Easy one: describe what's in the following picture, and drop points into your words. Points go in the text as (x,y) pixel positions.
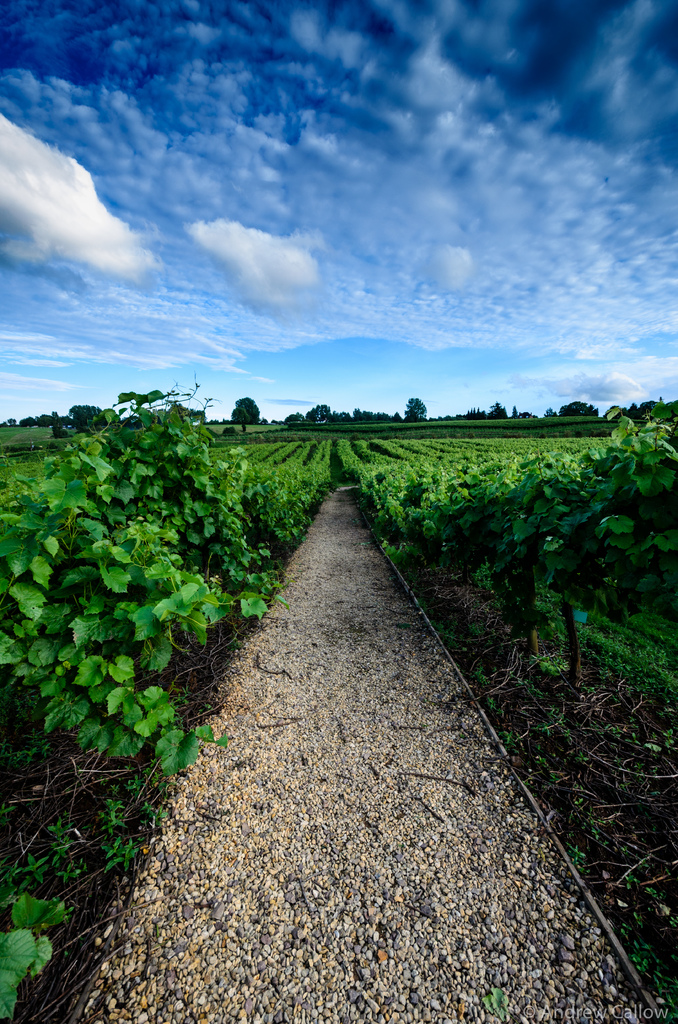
Here we can see plants (675,431) and trees (624,409). In the background (444,305) there is sky (471,305) with heavy clouds (304,333).
